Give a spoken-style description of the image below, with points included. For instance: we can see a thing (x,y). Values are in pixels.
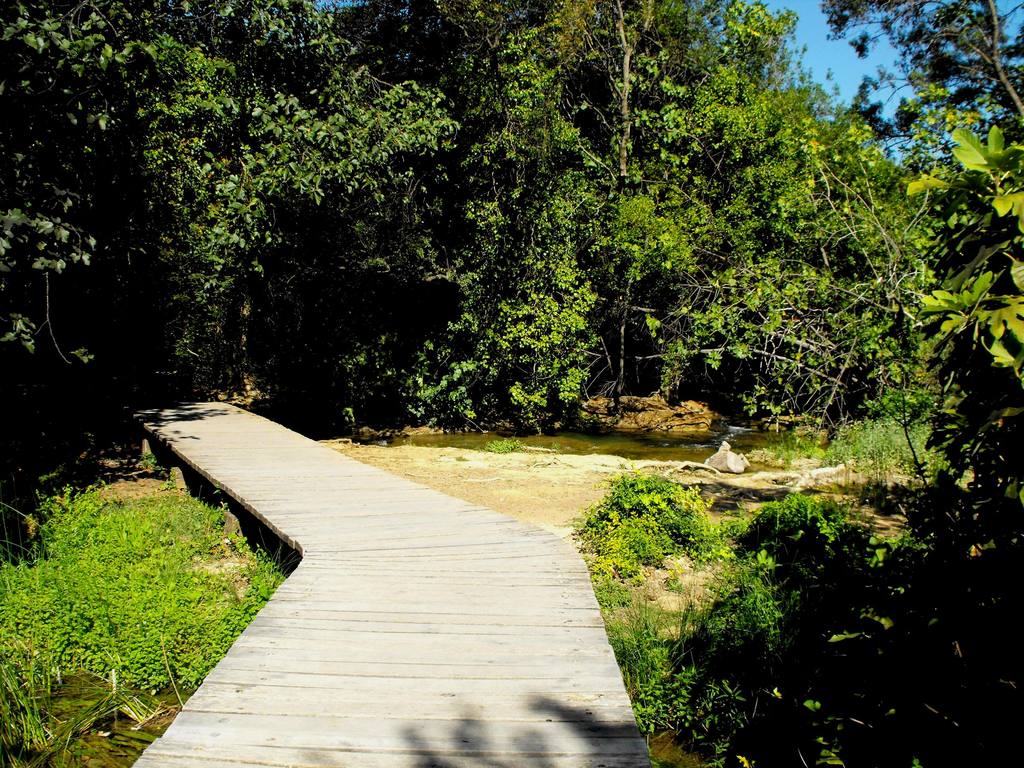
In the picture we can see a wooden path (308,518) on the plants (881,728) and water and in the background (33,340), we can see, full of plants (573,257) and part of the sky (857,76) at the top of it.
